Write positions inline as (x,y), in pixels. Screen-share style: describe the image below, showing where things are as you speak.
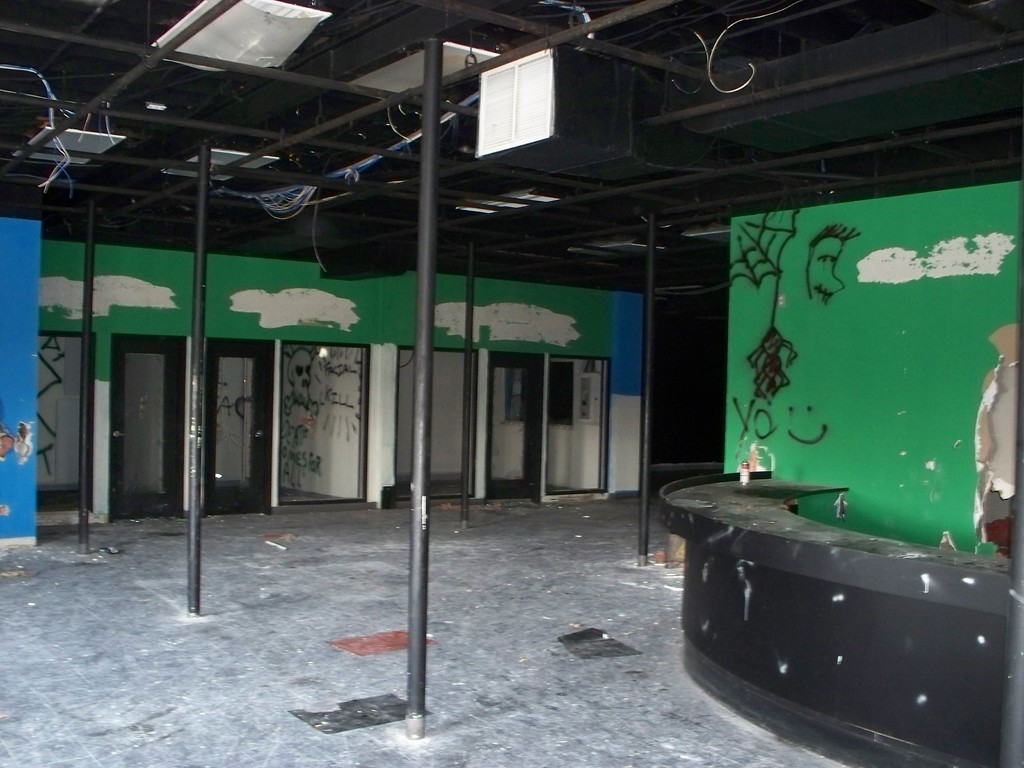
In this image there are iron rods (198,408) in the middle (472,331). In the background (525,317) there is a wall (248,316) on which there is a painting (294,303). Below the wall (220,327) there is a room (309,416) in which there is a painting (314,405) on the wall (331,407). At the top (259,72) there are iron rods (296,80).
